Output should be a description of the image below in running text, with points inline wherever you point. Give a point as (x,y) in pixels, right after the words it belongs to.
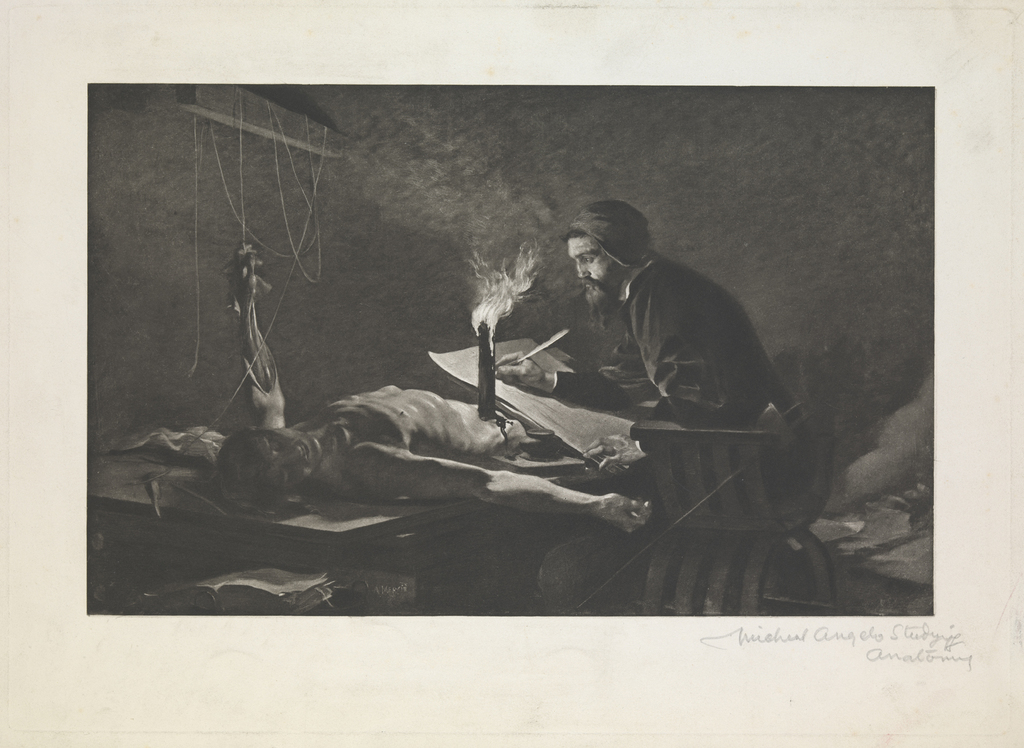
In this image we can see the animated people (610,458). There are few objects (586,422) in the image. There is some text (833,641) at the bottom right side of the image (852,640).
